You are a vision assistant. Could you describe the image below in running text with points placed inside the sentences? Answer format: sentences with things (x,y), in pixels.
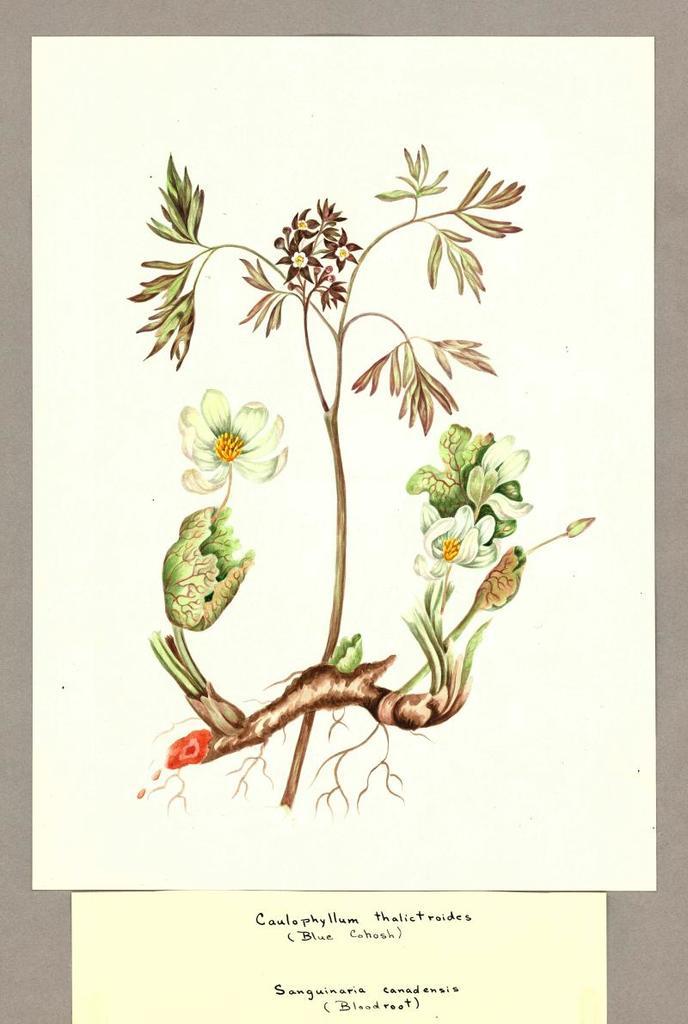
In this image we can see the pictures (456,499) of flowers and stems (316,711) on the paper (104,791).
